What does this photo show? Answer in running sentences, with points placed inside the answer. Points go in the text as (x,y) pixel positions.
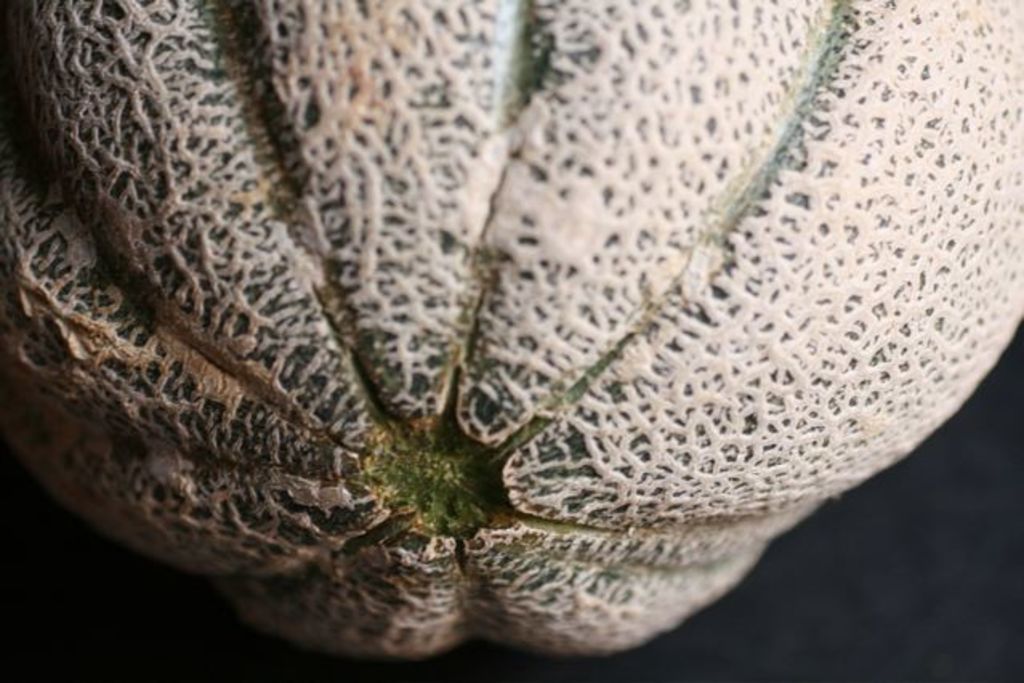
In this image there is a fruit (577,362).
